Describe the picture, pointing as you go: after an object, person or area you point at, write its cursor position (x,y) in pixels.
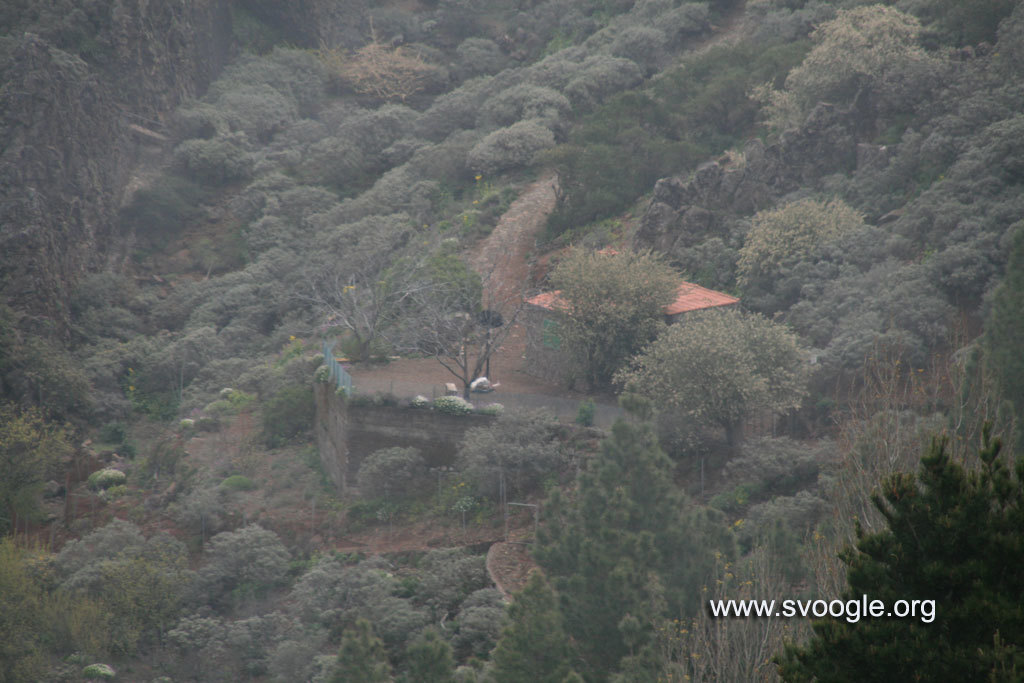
In this picture I can see there is a building (633,316) on the mountain (65,19), there are trees (225,289) around it and there is something written at the right side (803,620) bottom of the image (811,606).
